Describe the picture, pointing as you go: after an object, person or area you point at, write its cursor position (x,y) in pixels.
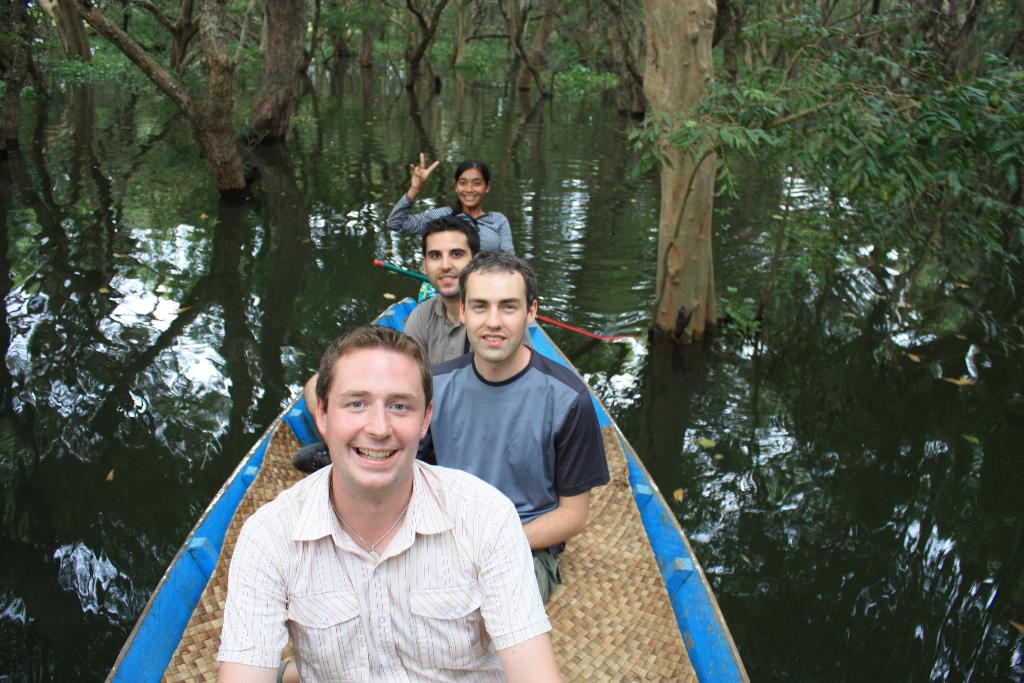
In this image we can see people (412,588) are sitting in a boat (609,586). The boat (553,604) is on the surface of water (379,160). There are trees (437,52) at the top of the image (672,52).
